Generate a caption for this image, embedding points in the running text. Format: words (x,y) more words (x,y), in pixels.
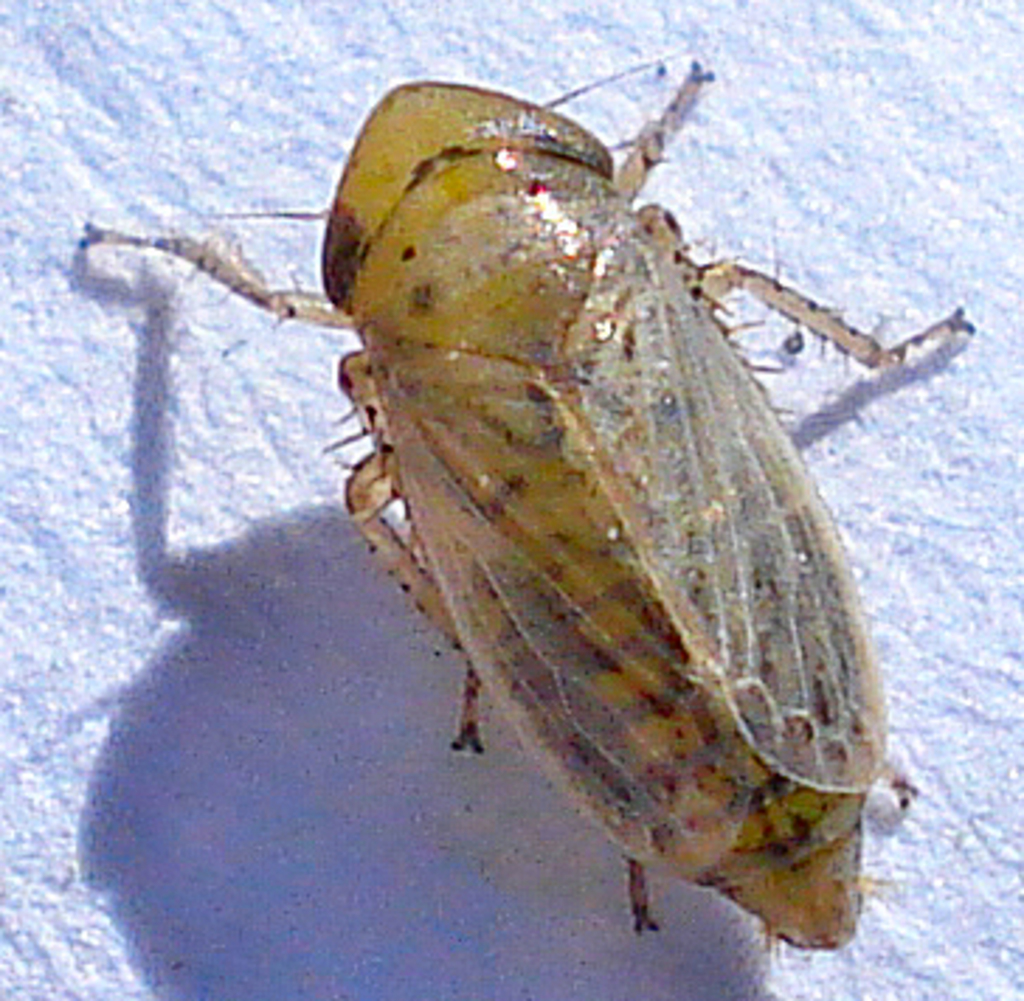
In this picture we can see an insect (431,460) on the surface (211,530).
